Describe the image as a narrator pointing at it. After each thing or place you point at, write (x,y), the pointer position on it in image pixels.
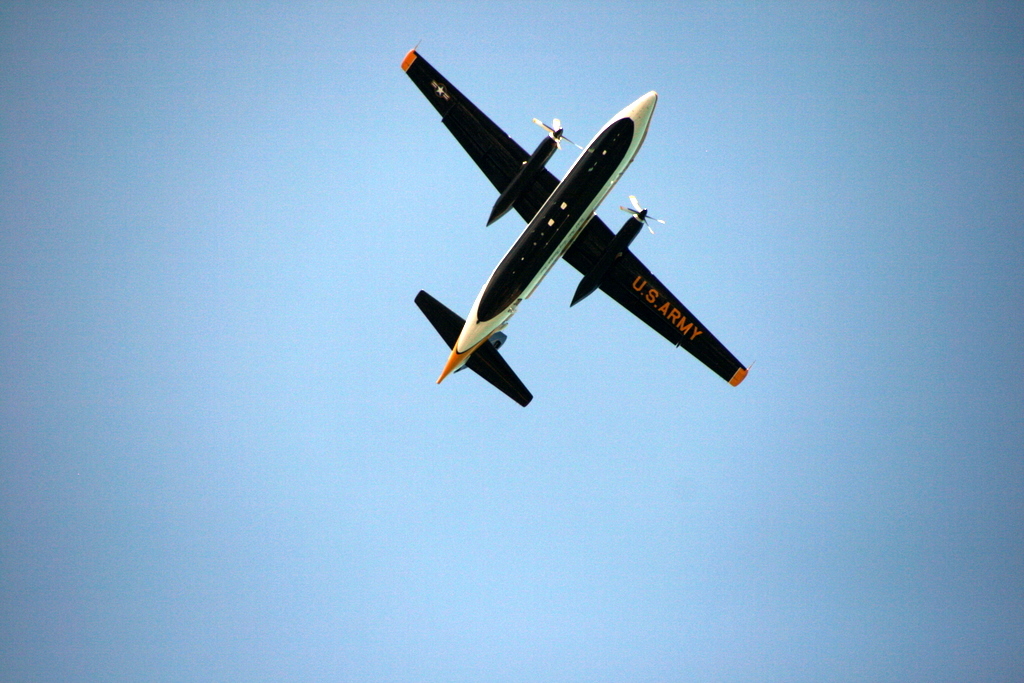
In this image we can see an airplane (523,239) in the sky (490,258).
